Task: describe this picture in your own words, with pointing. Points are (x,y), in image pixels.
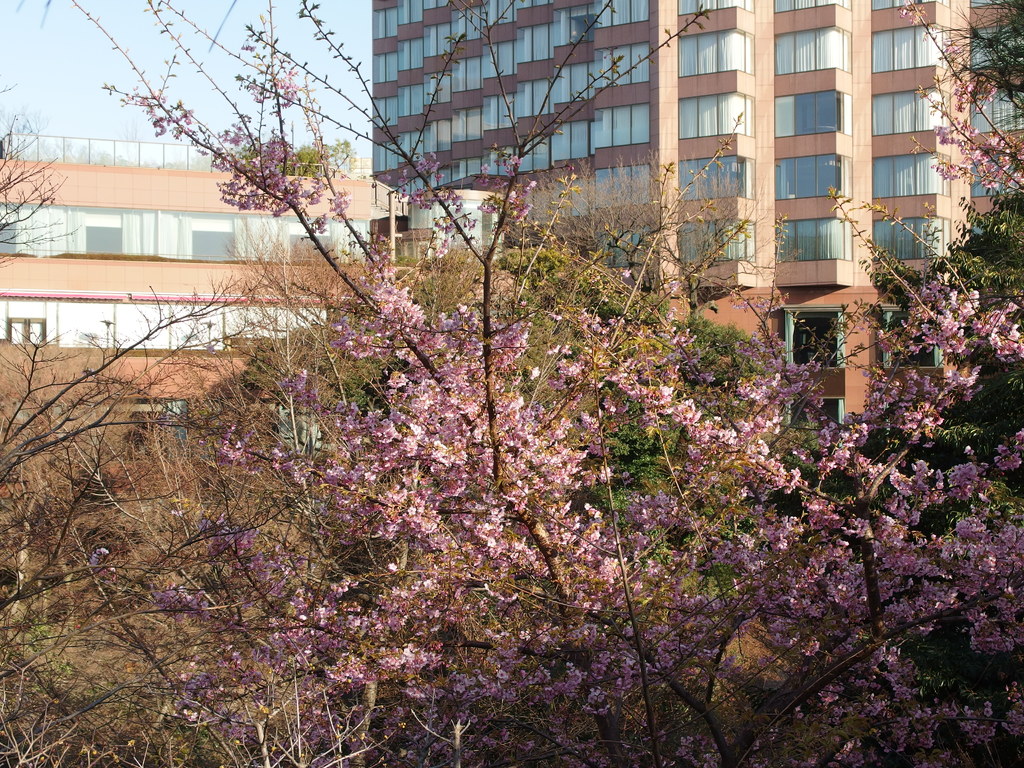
In this image there are trees (321,566), a tree (301,487) with pink color flowers (361,619), and in the background (60,174) there are buildings (2,219), sky (257,20).
